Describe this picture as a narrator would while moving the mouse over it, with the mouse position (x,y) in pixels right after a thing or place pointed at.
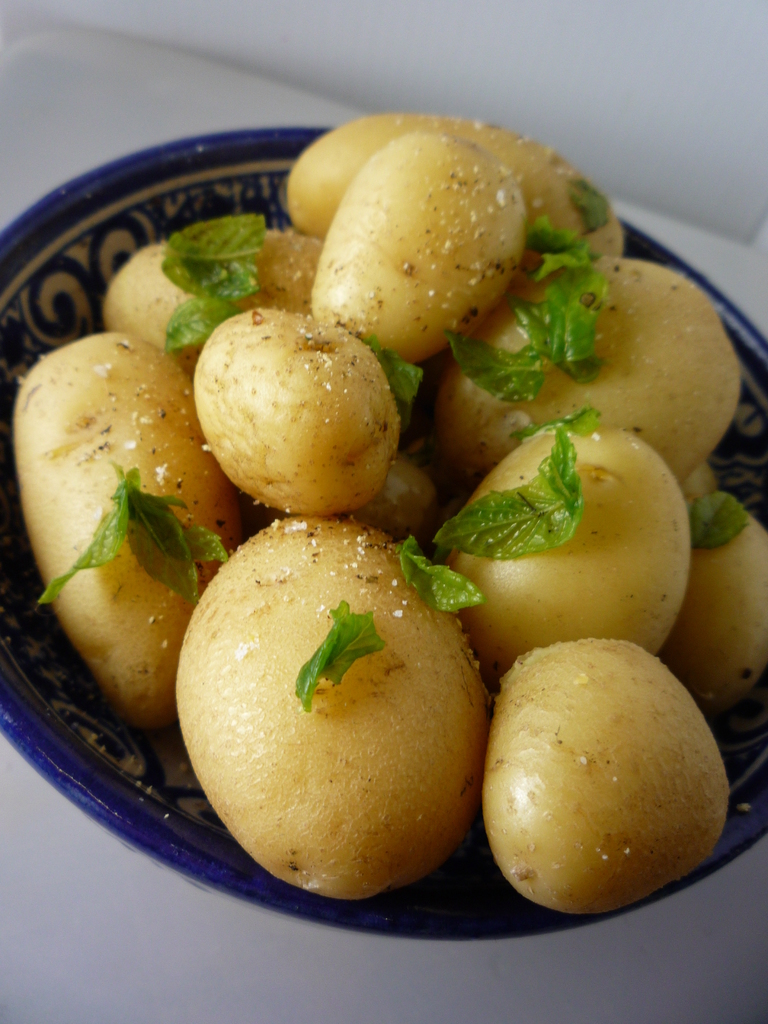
In this image we can see a bowl (152,842) with some potatoes (287,694) and leaves (363,620) on the table (0,889).
